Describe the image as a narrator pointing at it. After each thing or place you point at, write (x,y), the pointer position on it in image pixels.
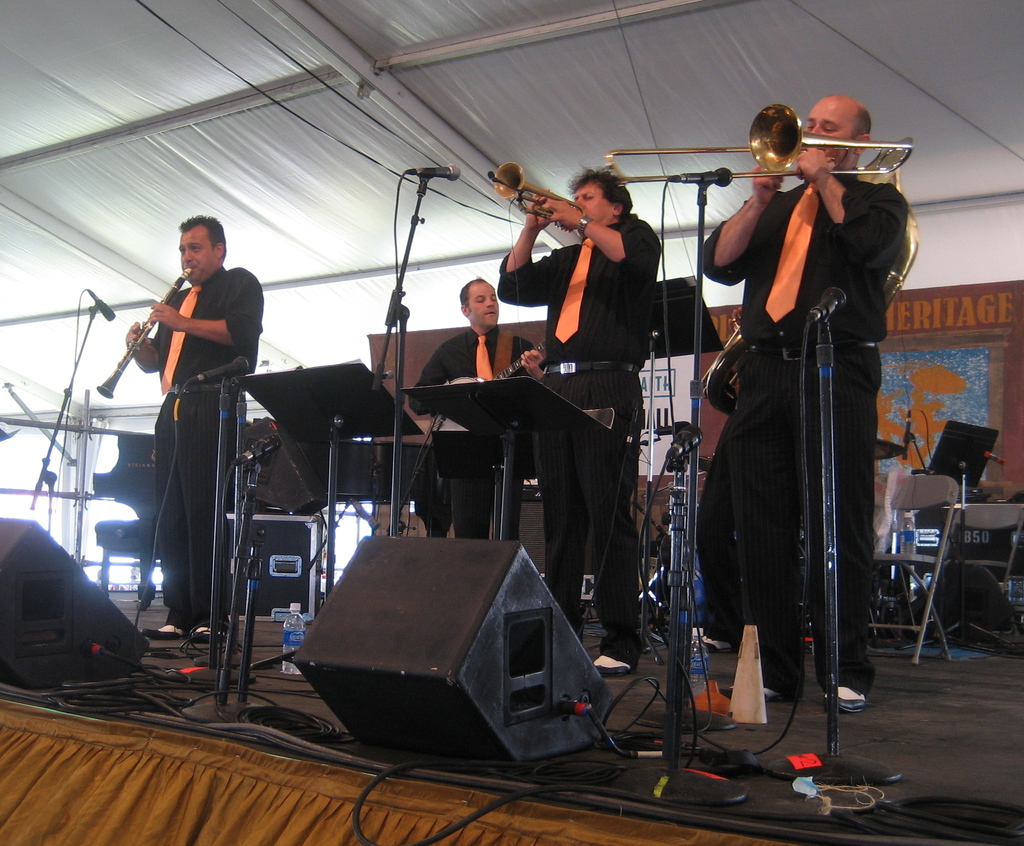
This picture describe about the group of men (556,307) wearing black shirt (773,324) and orange color tie (782,303) performing a music show on the stage (340,722). In front (382,720) we can see some big black color speakers (453,568) some music systems (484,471) on the stage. Above we can see the white color cloth tent (555,145).
